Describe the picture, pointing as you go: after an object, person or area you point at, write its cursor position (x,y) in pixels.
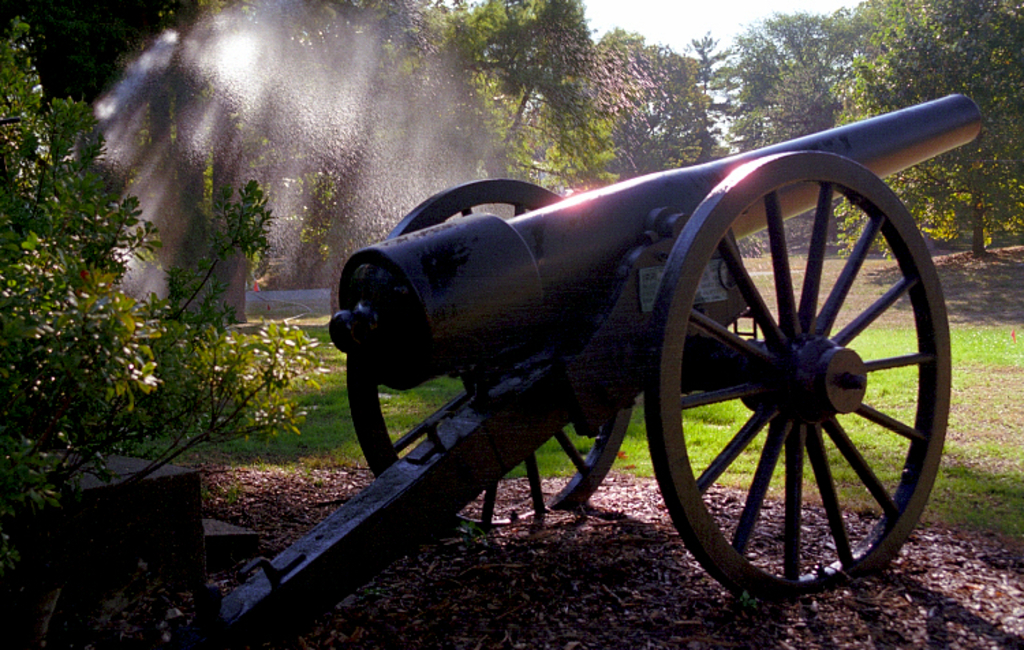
In this picture I can see a cannon (577,315) and I can see trees (999,152) in the back (839,8) and a cloudy sky (709,30). I can see grass (863,439) on the ground (886,463).
